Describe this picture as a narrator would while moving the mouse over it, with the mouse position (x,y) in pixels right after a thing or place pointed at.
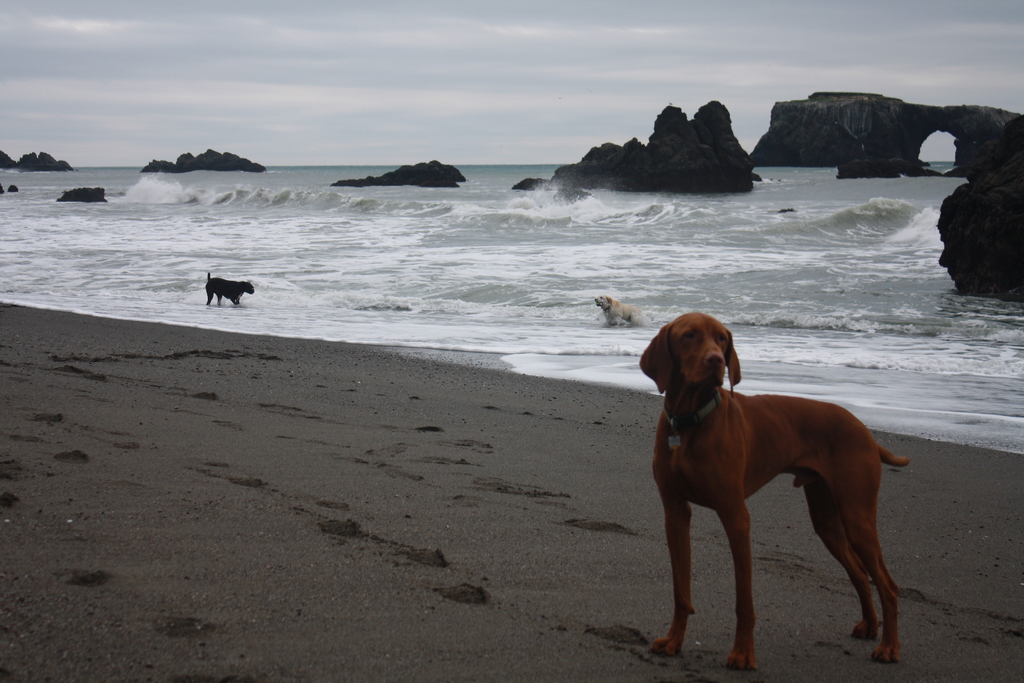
In this image I can see animals (737,627). There is sea shore (399,462), there is water (389,319), there are rocks (771,157) and in the background (398,102) there is sky (294,112).
